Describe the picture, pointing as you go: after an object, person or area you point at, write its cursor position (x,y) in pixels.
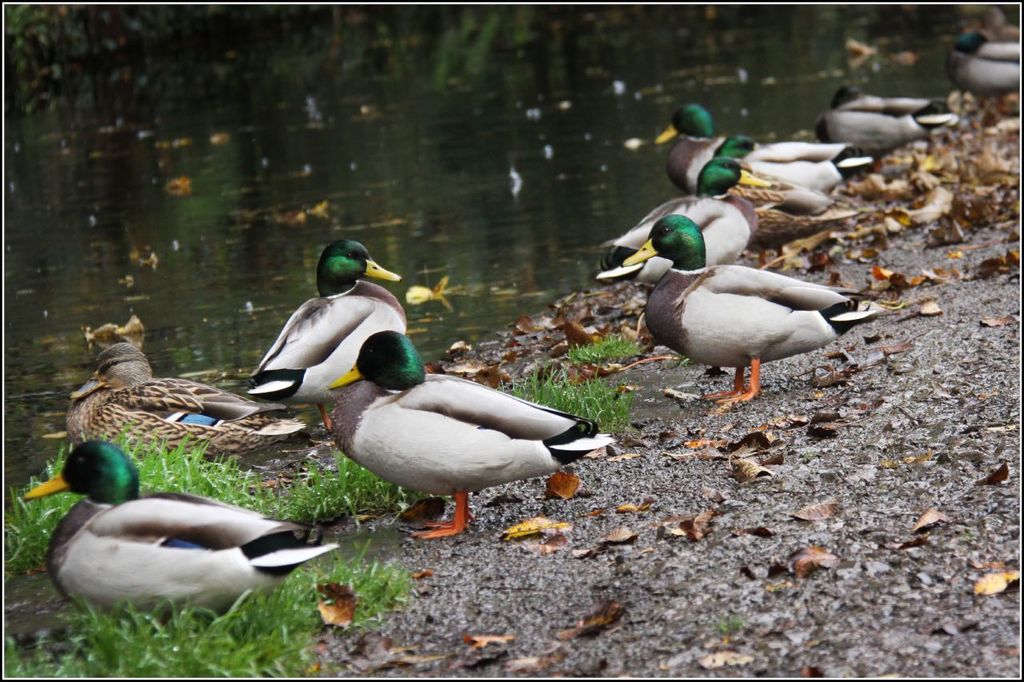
This image consists of ducks (730,292). At the bottom (558,531), there are dried leaves (879,171) and green grass (556,380). On the left (206,150), there is water (357,178). The ducks (444,378) are in green and gray color. And the beaks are in yellow color.
